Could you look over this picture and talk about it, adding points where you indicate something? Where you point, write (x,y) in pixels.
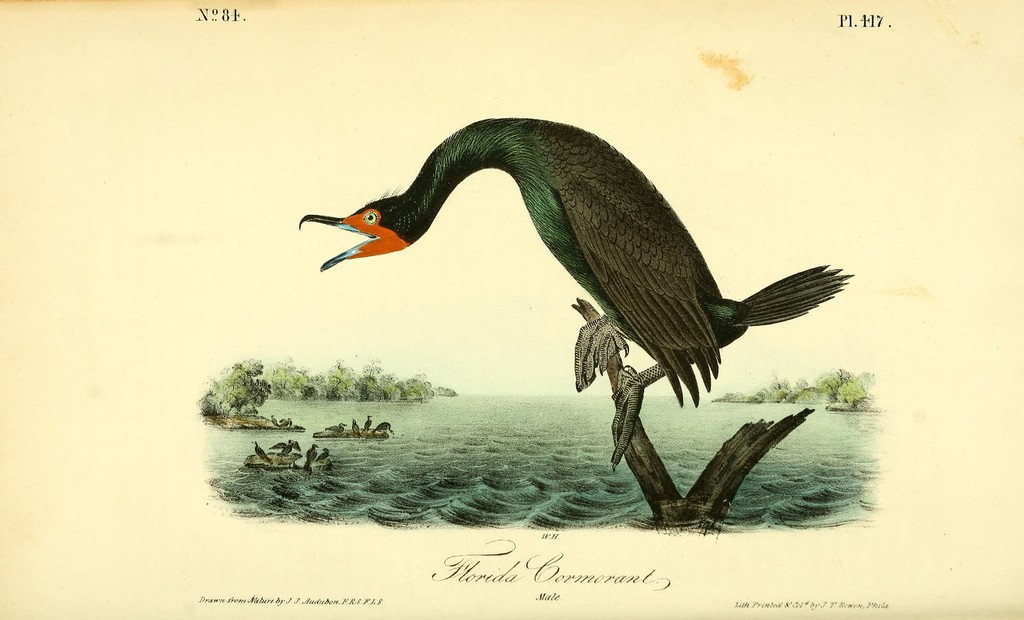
It is an edited image. In this image in front (669,361) there is a bird (584,373) on the branch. There is water (372,460). There are birds (256,449) on the rocks (268,464). In the background of the image (322,386) there are trees (390,388) and sky (409,320). There is some text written at the bottom of the image (535,569).
